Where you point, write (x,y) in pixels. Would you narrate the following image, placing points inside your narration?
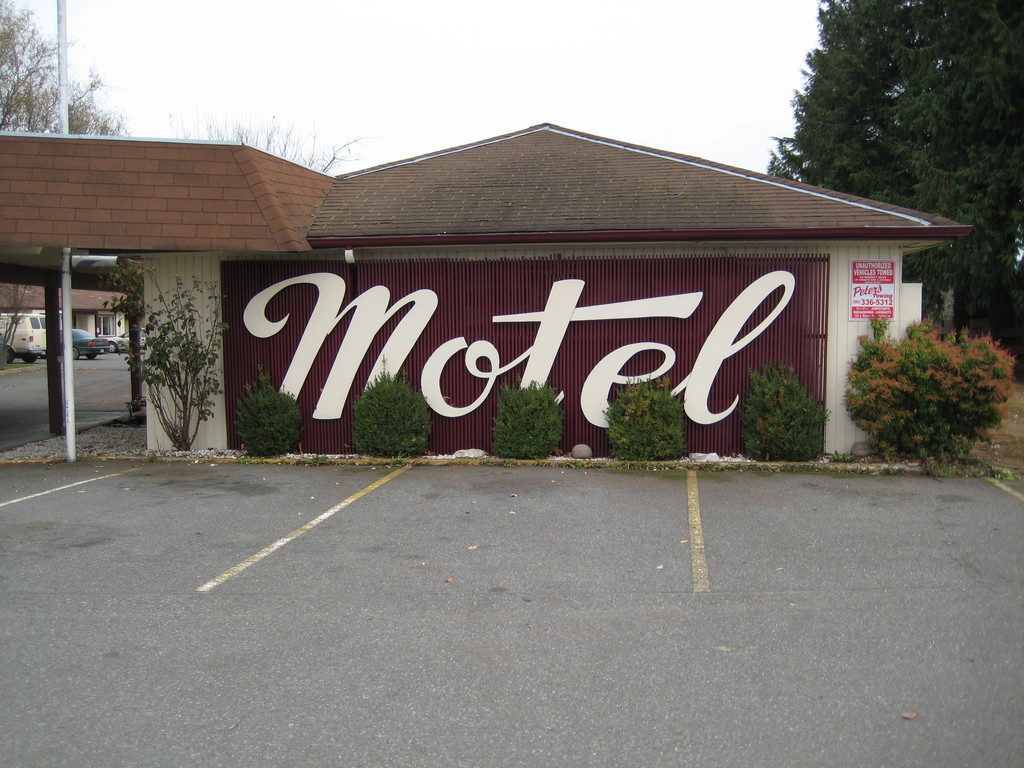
This image is clicked outside. There is a building (467,333) in the middle (624,328). There are trees (49,56) on the left side (130,286) and right side (837,2). There are bushes (651,391) in the middle (509,447). There are cars (88,357) on the left side (35,316).
